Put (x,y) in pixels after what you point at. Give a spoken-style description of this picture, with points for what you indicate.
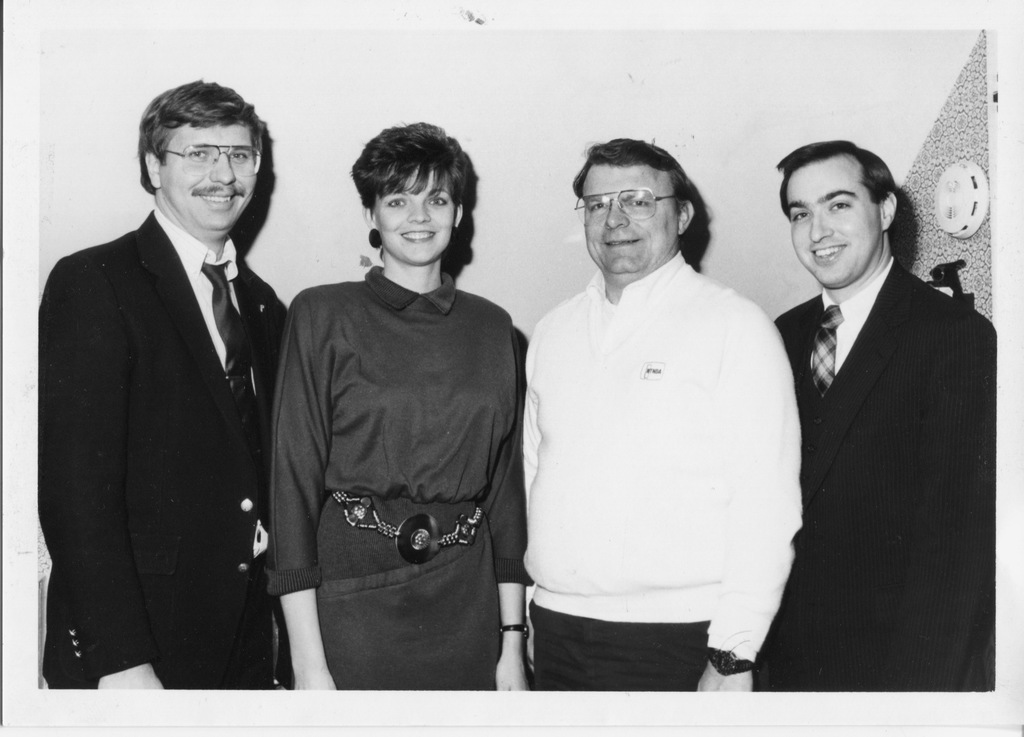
In this image there are three men (231,401) standing, there is a woman (429,342) standing, there are two men (217,241) wearing spectacles (228,157), there is a wall (737,79) behind the persons (185,208), there is an object (940,185) on the wall (932,201).
